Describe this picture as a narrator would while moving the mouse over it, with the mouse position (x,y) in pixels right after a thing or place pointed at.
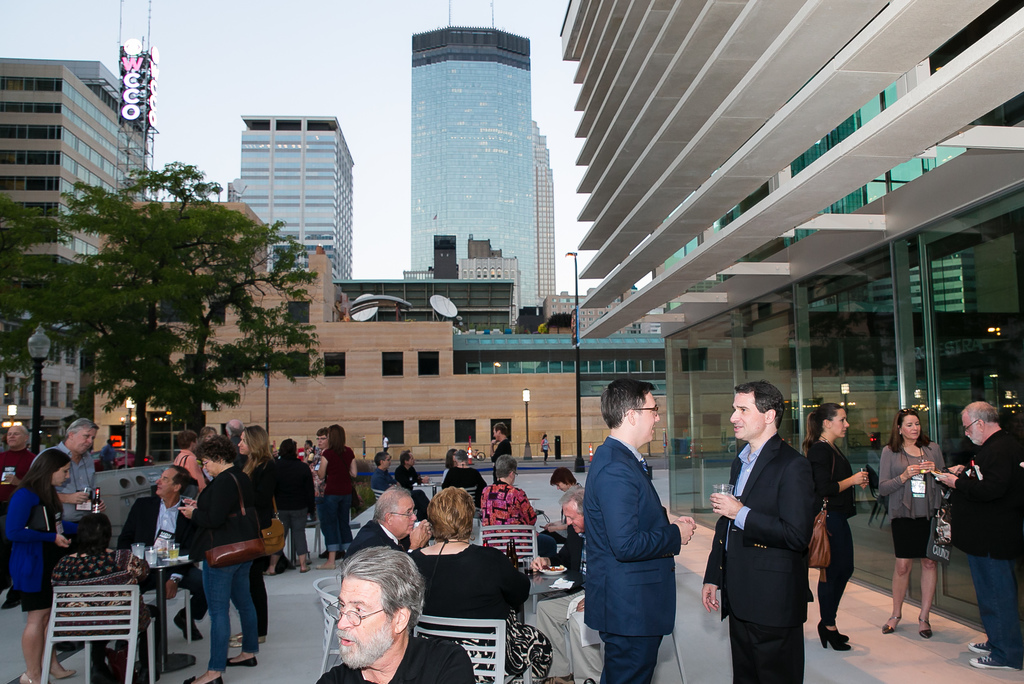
In the center of the image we can see a few people (376,536) are sitting on the chairs (526,527). And we can see a few people (654,654) are standing and few people (529,511) are holding some objects (218,548). And we can see chairs (133,597), tables (163,572), one machine (127,492) and a few other objects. On the table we can see glasses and a few other objects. In the background (537,297) we can see the sky (261,13), clouds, buildings (765,329), towers (511,169), poles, trees (280,265), sign boards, banners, few people (503,435) are standing and a few other objects (945,528).
